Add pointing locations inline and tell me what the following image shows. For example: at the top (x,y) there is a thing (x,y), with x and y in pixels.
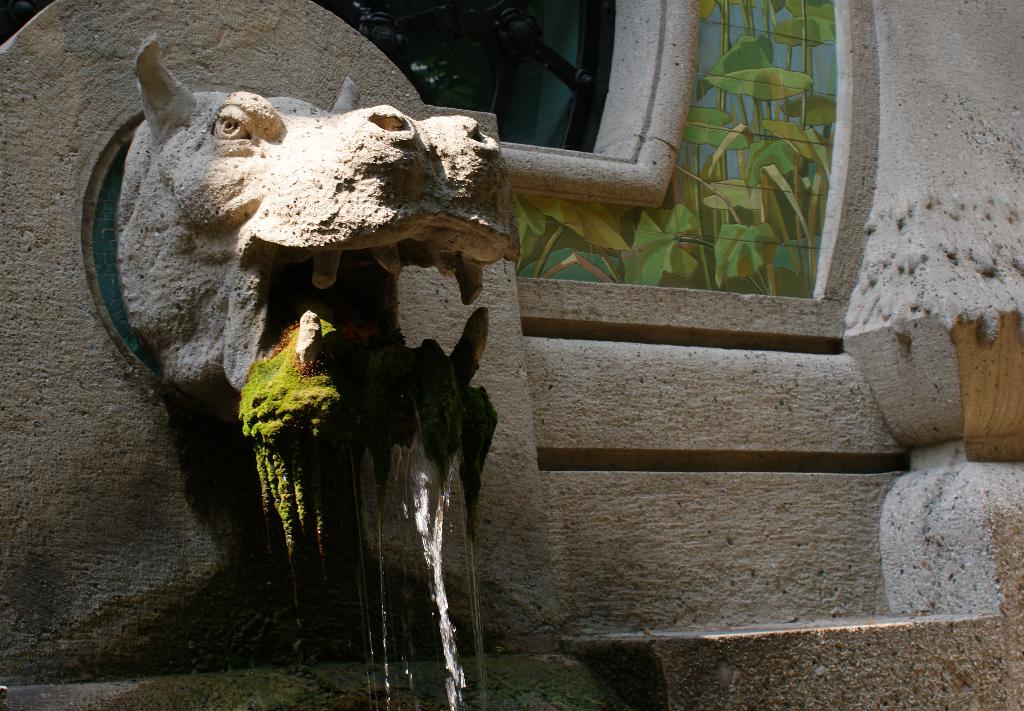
In this image we can see sculpture (299,333), window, and some plant images (744,147) on the glass (784,137), also we can see some water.
